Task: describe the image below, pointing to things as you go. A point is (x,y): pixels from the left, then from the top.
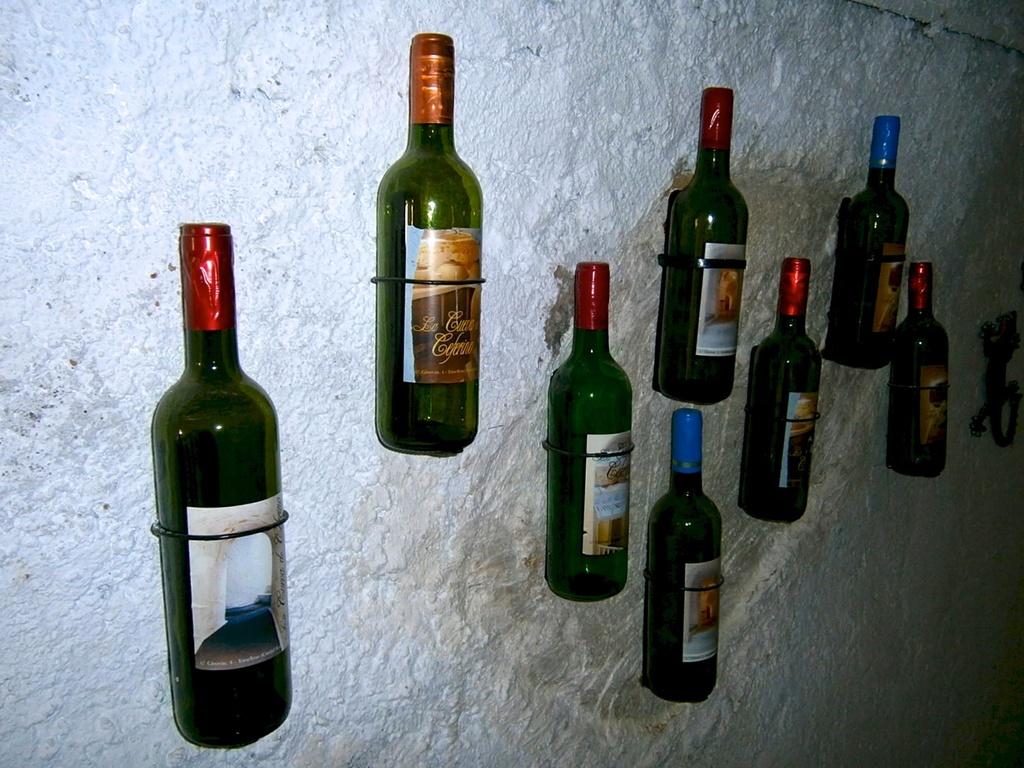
In this image i can see few bottles (800,433) attached to a wall (355,190).
